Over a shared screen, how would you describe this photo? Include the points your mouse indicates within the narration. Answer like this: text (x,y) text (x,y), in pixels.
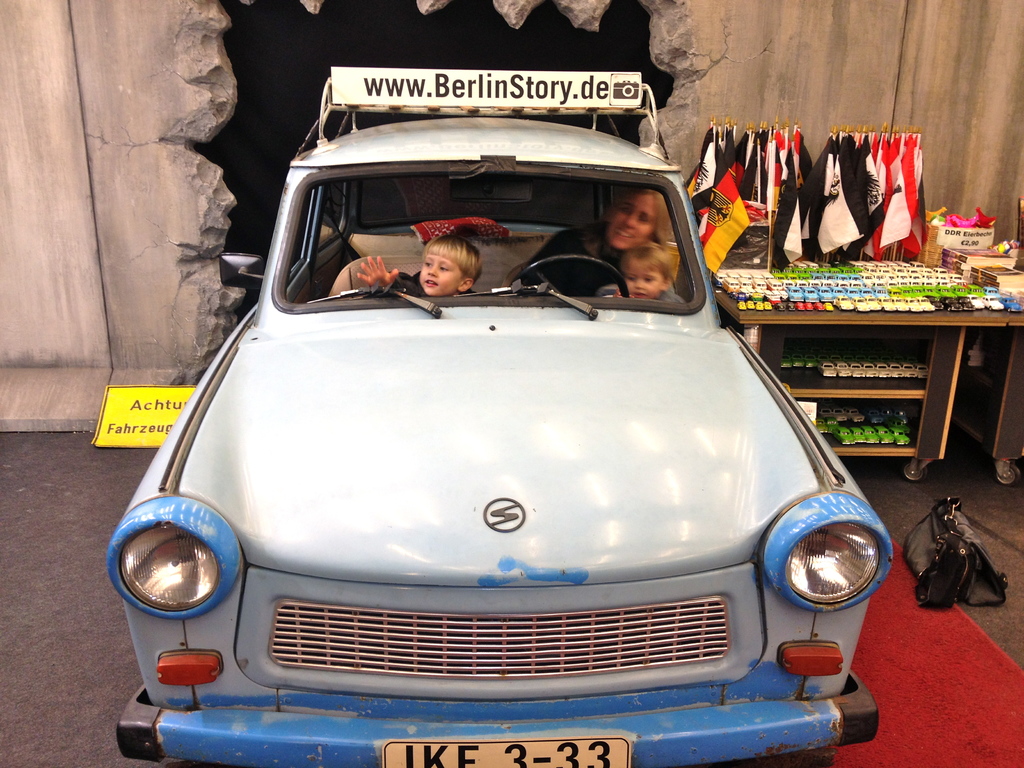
In this picture we can see a woman (623,227) and two kids (670,298) inside the vehicle (466,445). This is floor (50,459) and there is a wall (12,168). Here we can see a table (1020,355). On the table (946,281) there are toys (918,293) and these are the flags (861,170).
